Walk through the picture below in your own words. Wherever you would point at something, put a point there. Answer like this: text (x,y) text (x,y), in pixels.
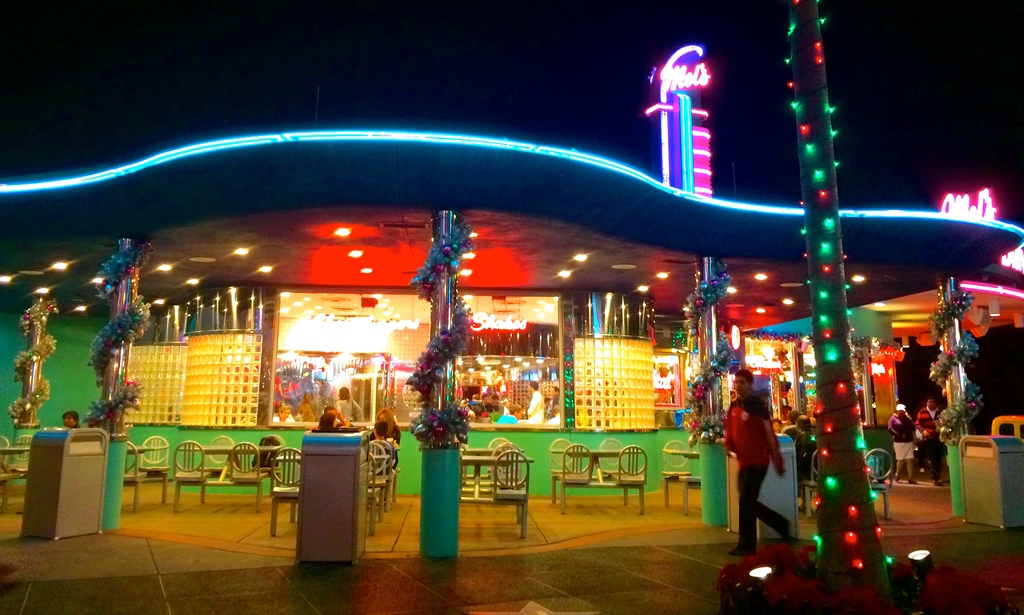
In this picture we can see a place (529,462), some people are walking and we can see some chairs (193,464), tables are arranged, few people (471,409) are sitting on the chairs (886,491), side we can see some lights (566,373) and we can see few lights (860,449) to the trees (831,391).
